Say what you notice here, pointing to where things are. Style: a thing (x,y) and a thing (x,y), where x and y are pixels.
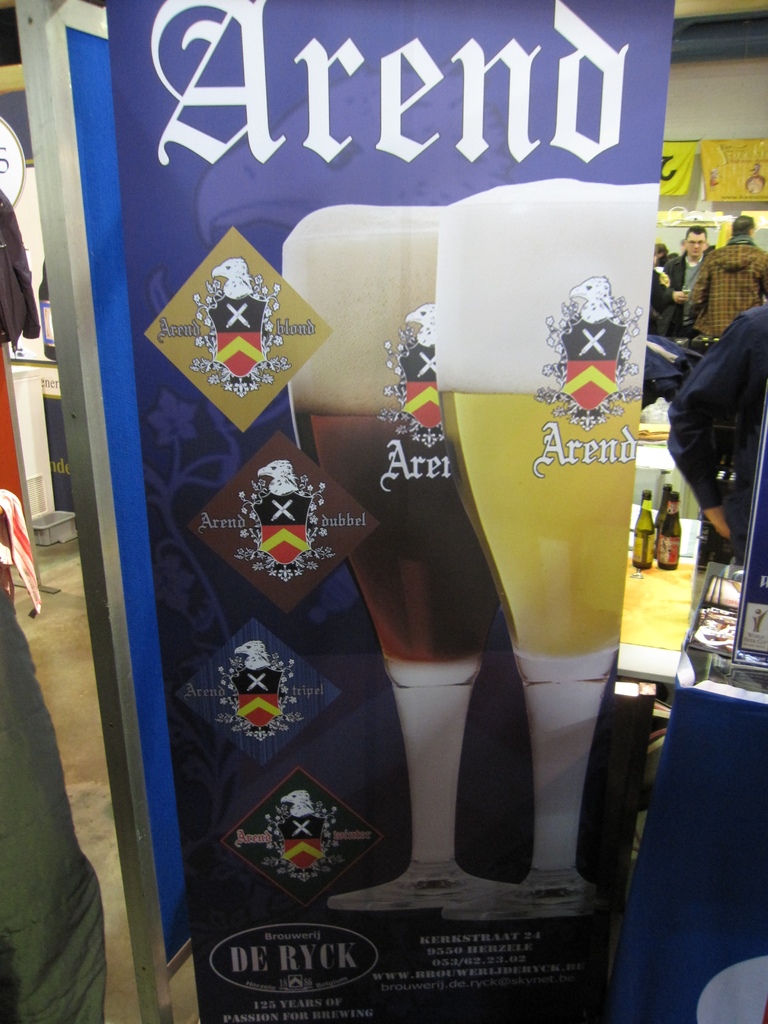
There is an advertising board (359,499) in the middle of this image (444,622). We can see persons (709,421) and bottles (676,496) on the right side of this image (670,453).
